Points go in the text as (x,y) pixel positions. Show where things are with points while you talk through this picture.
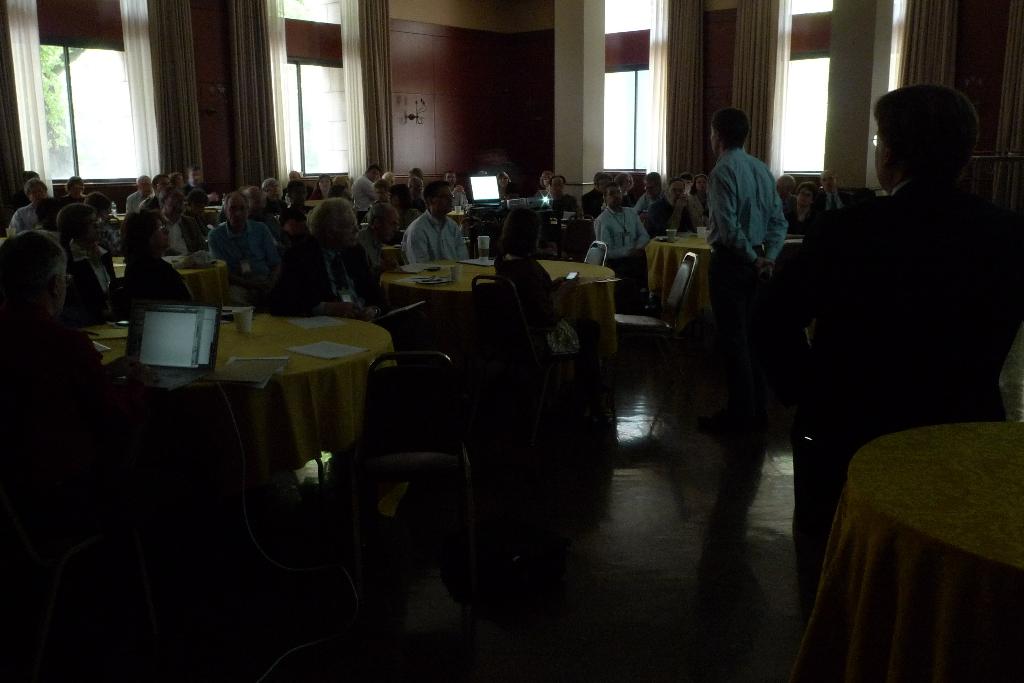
There are many tables (450,322) in the room (566,411). There are chairs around the table (319,428). On the chairs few people (198,236) are sitting. On the table (219,358) there are laptops (166,354), papers (328,342), cups (249,312) and few other things (431,276). In the background (186,123) there are glass windows (821,67) and curtains (761,75). Two persons (726,188) are standing in the image.
